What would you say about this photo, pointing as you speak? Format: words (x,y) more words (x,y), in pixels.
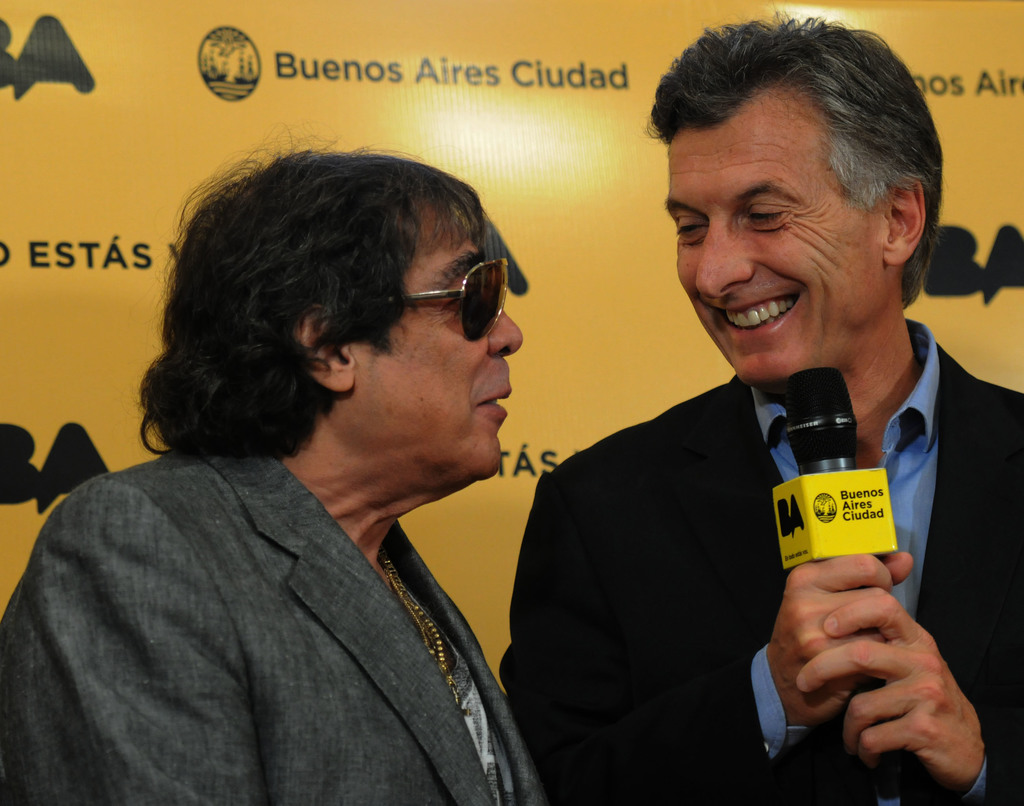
In the picture there are two men (443,679), they are talking to each other and the second person (875,566) is holding a mic (859,526) in his hand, behind the men (841,189) there is a banner (596,191) with some names (369,70) on it.
